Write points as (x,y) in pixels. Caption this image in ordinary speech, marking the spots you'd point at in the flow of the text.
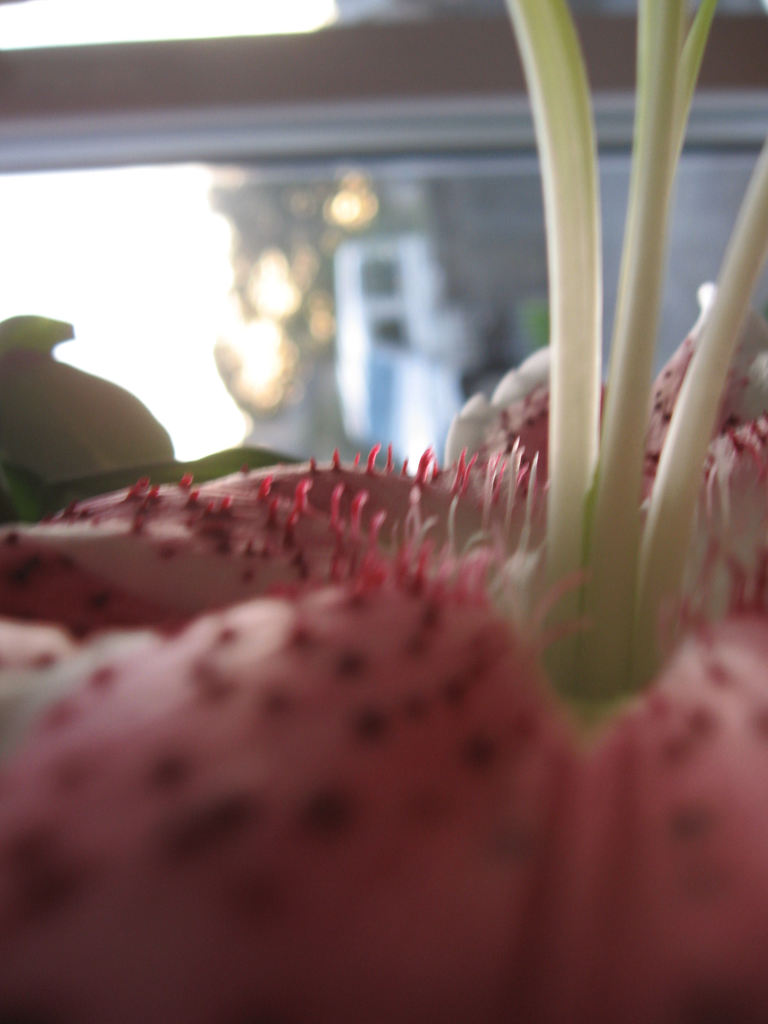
In the foreground of the image (520,615) we can see some object (389,567) which is pink in color. In the background of the image (461,332) there is glass (369,175).
